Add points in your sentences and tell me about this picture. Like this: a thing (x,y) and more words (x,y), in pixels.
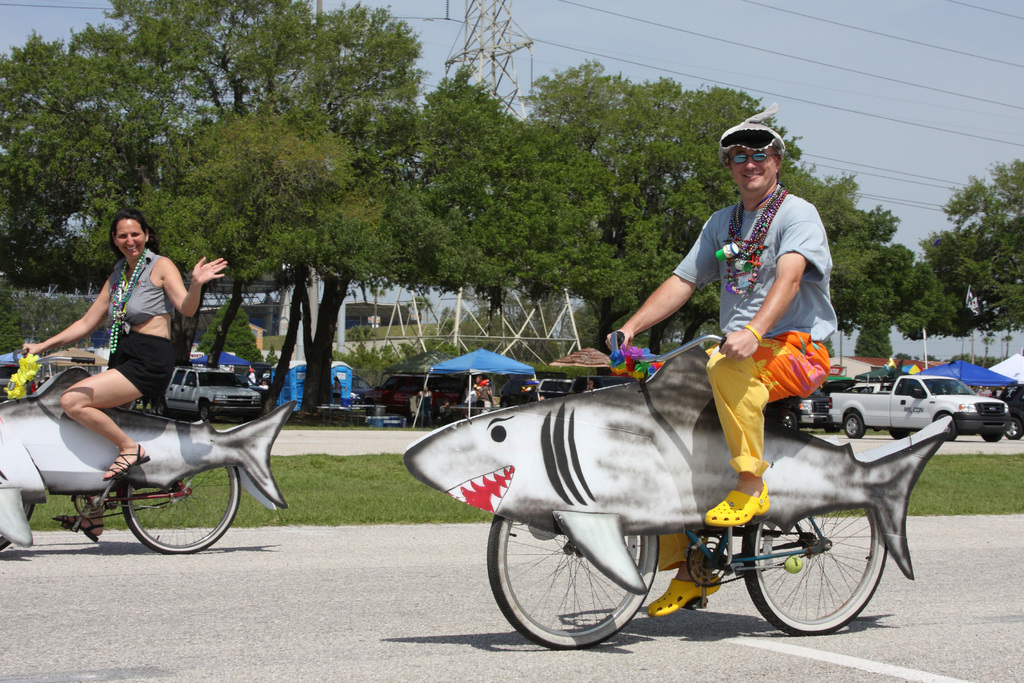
The picture is taken outside on the road (203,560) where two people (700,588) are riding their bicycles (555,500) in the shape of sharks (668,485) and behind them there are trees (387,203) and vehicles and tent houses (480,356) and sky (755,82) is present.
